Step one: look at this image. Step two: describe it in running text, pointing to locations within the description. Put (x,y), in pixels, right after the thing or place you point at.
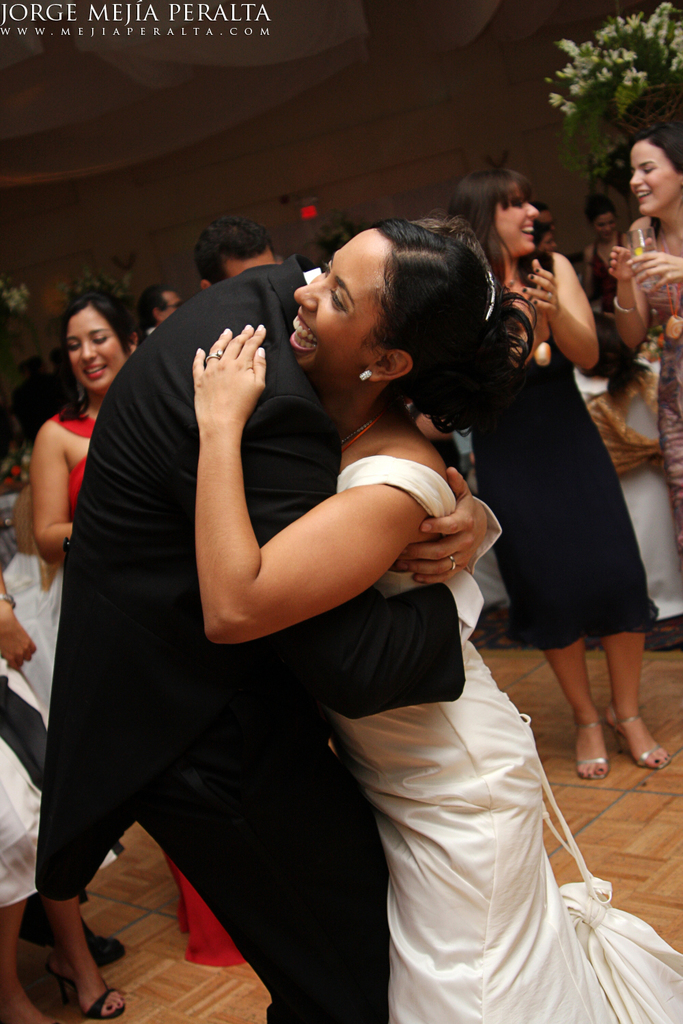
In this image I can see a person (212,768) wearing black colored dress (212,768) and a woman (420,819) wearing cream colored dress (468,808) are hugging each other. In the background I can see few other persons (682,465) standing, the ceiling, few plants (593,163) with cream colored flowers (602,36) and the wall (353,190).
